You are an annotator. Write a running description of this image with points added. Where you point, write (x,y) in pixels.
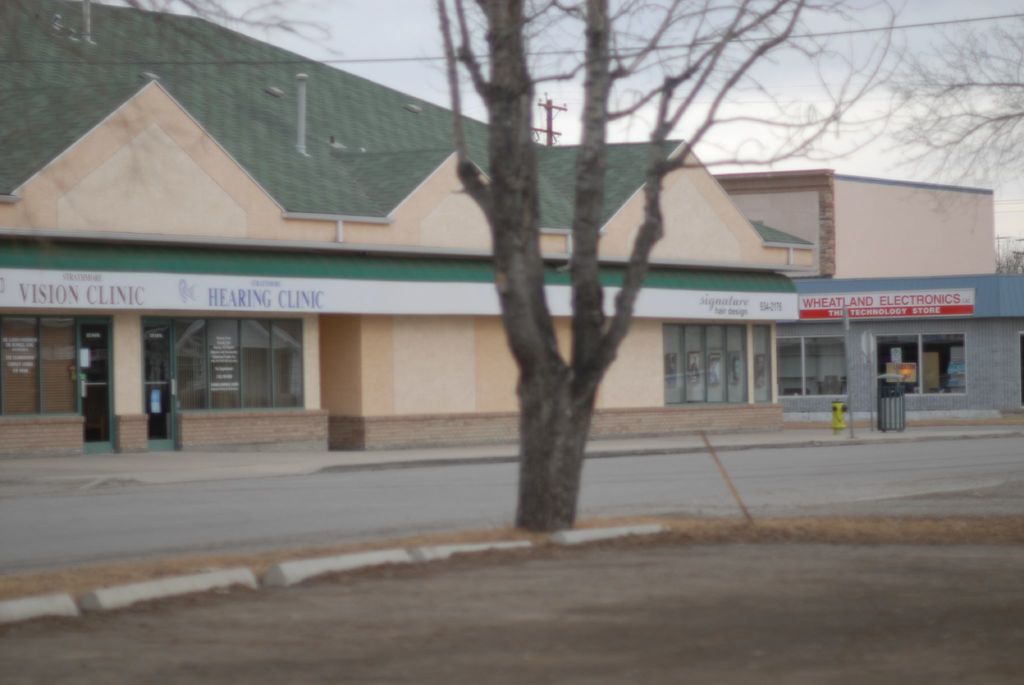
In this picture we can see a ground (646,605), here we can see an object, dustbin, buildings (817,354), trees (605,95) and in the background (640,65) we can see an electric pole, sky (657,78).
